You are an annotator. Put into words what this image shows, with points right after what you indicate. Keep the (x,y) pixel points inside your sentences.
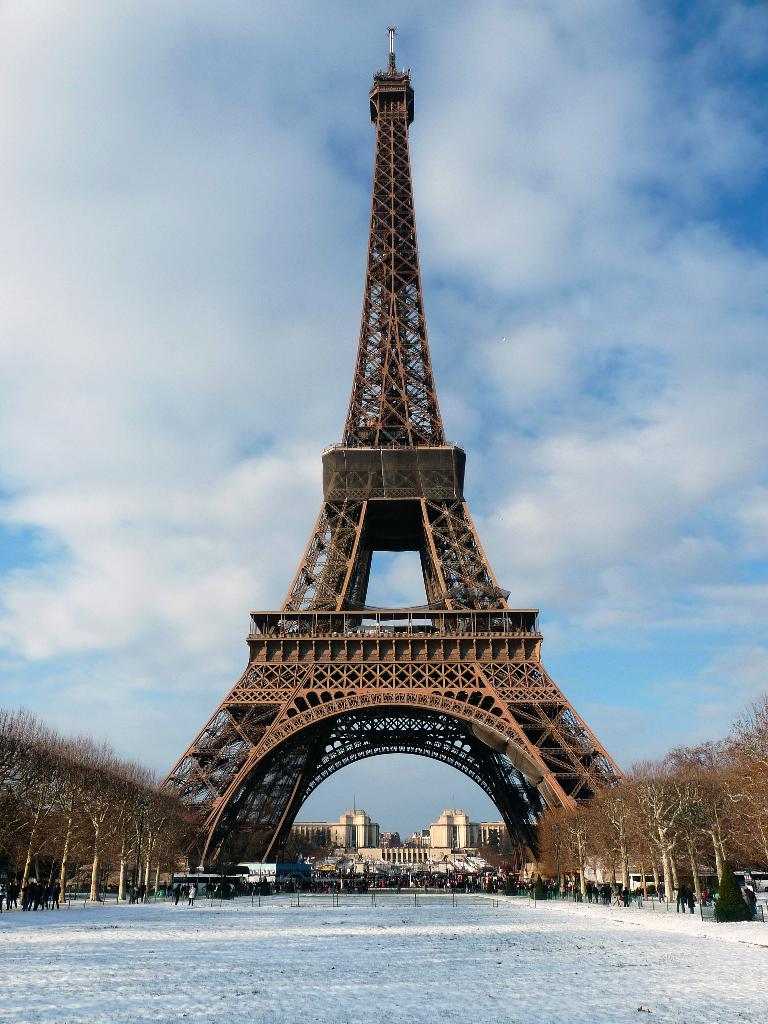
There is an Eiffel tower (460,624). Here we can see trees (19,818), vehicles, buildings (436,850), and group of people (752,909). In the background (575,693) we can see sky (138,375) with clouds (253,381).
